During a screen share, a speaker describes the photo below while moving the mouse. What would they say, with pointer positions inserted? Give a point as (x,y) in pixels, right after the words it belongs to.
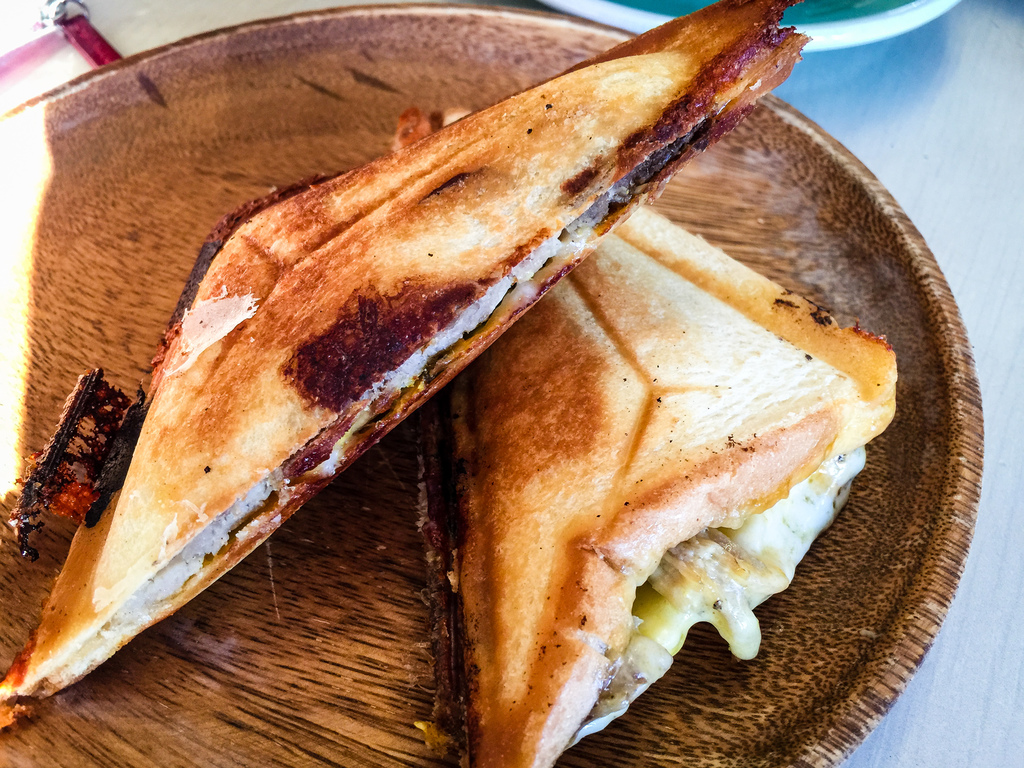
In this image there is a table (932,239) and we can see plates (859,307) and sandwiches (636,464) placed on the table (987,732).
